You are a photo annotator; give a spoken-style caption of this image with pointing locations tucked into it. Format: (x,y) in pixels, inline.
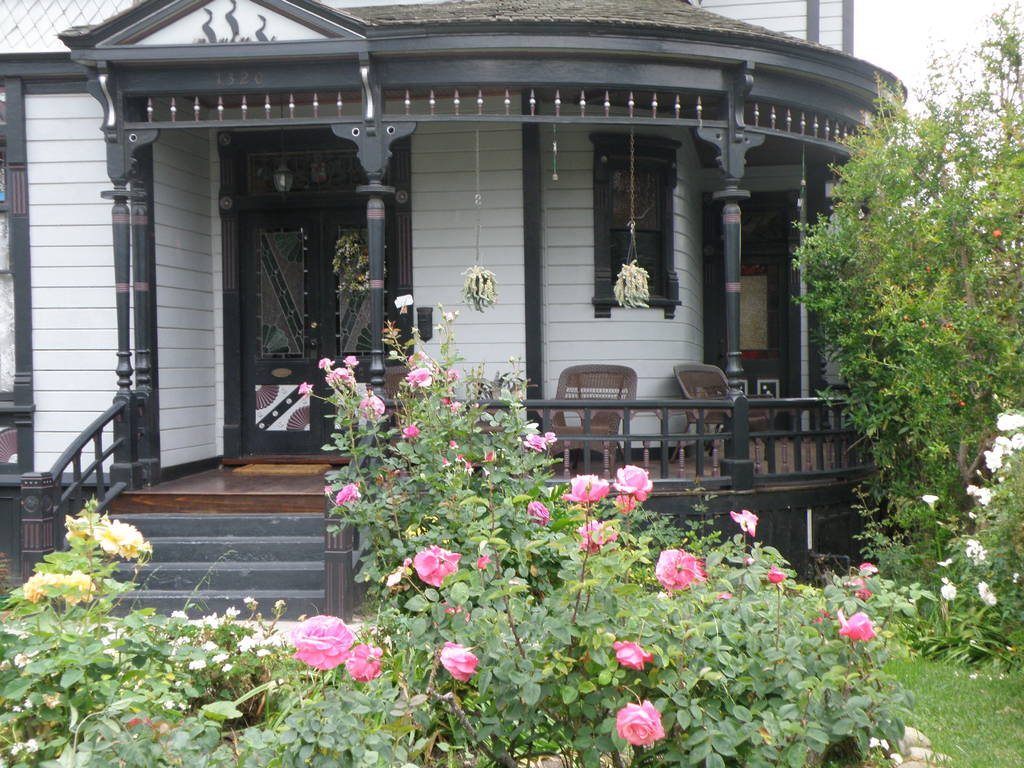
In the image in the center (570,503), we can see trees (903,265), plants (391,520), grass (967,759), flowers (352,497), in different colors. And we can see one building (728,271), poles (348,584), windows (642,253), fences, one door (333,280) and staircase (242,518).
